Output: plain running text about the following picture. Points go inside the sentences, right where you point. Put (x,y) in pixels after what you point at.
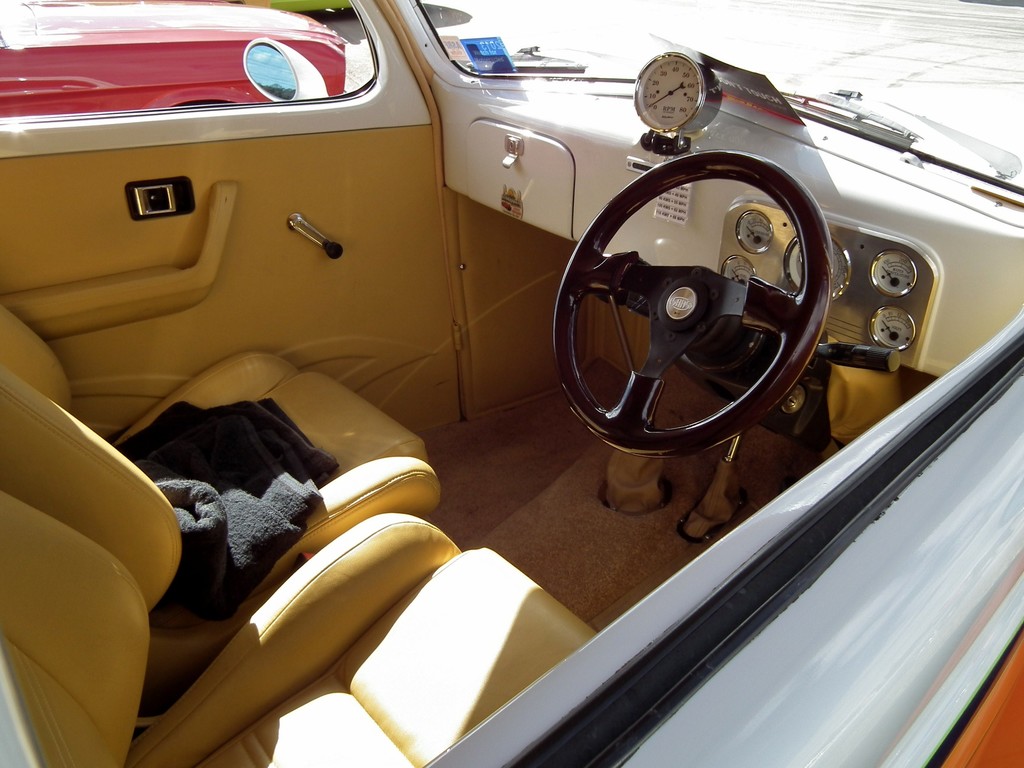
In the image we can see the internal structure (610,434) of a vehicle (610,434). Where we can see the seats (307,725), dashboard (846,212), steering (753,289) and the speedometer (687,88). There is a towel (232,545) on the seat (296,543). Here we can see the window (148,65) and out the window (196,51) we can see another vehicle (141,32).
